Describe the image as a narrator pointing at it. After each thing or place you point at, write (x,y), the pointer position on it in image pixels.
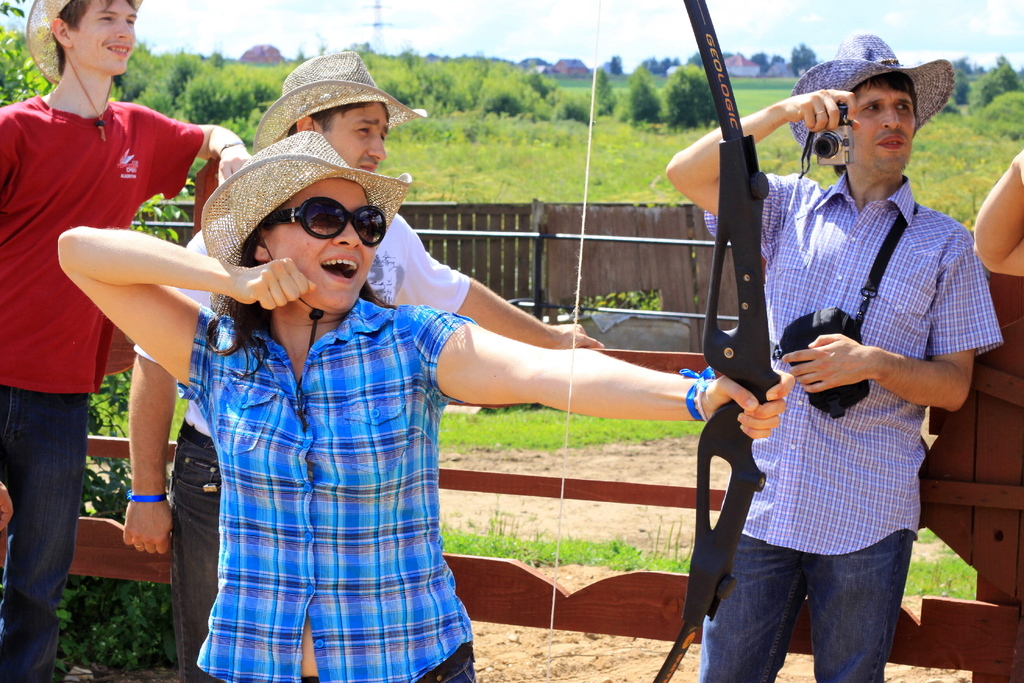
In this picture, there is a woman (290,569) towards the left (316,258). She is wearing a check shirt (336,467) and she is holding a bow (669,670). Towards the right (796,309), there is a man (751,507) wearing check shirt (937,219), hat (916,72) and he is holding a camera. Towards the left (75,130), there are two men (353,161) wearing red and white t shirts (110,149). Behind them, there is a wooden fence (592,495). On the top (465,141), there is grass (537,156), plants (519,85), trees (600,71), houses (749,70) and a sky (626,62).
